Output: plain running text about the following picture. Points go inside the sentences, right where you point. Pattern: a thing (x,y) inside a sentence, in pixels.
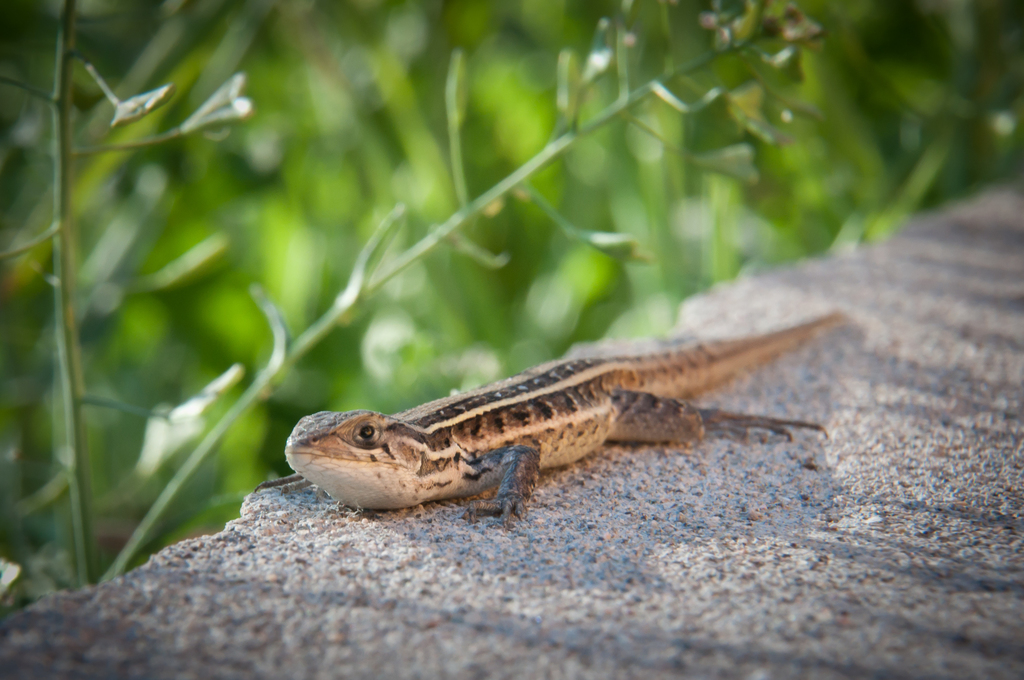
In this picture we can see a reptile (566,382). Background (1007,262) is blurry.
